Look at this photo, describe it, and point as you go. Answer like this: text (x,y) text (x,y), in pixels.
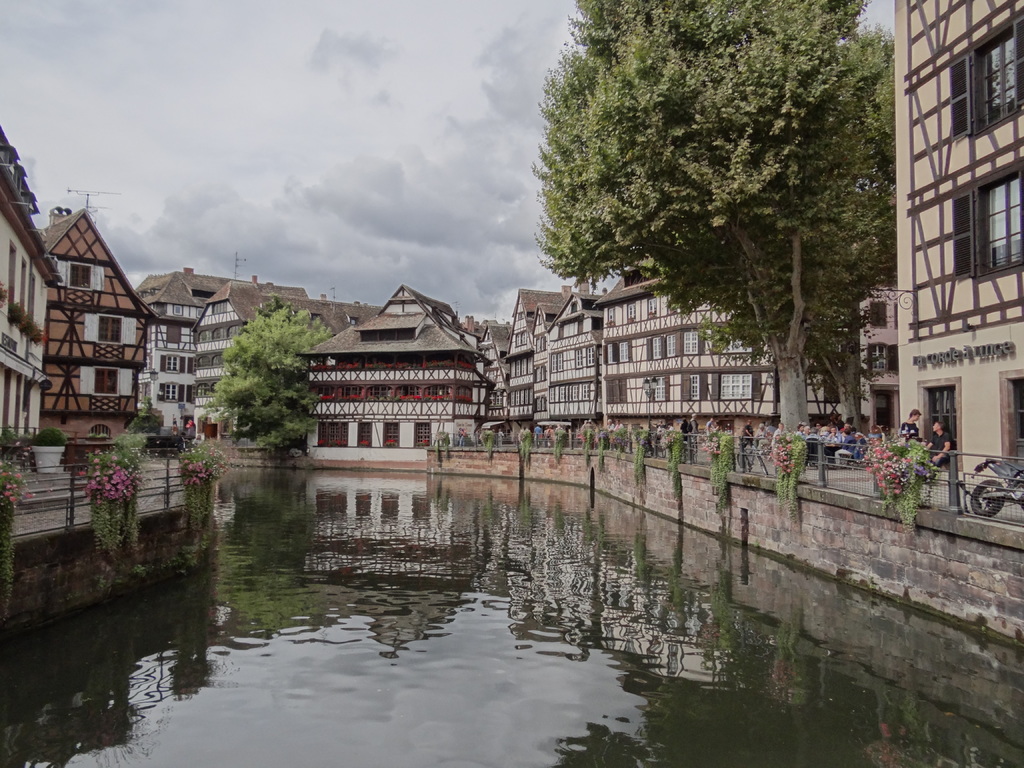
In this picture we can see the lake (674,643), around there is a fence (901,446), buildings (828,404), trees (841,412) and few people (856,434).
